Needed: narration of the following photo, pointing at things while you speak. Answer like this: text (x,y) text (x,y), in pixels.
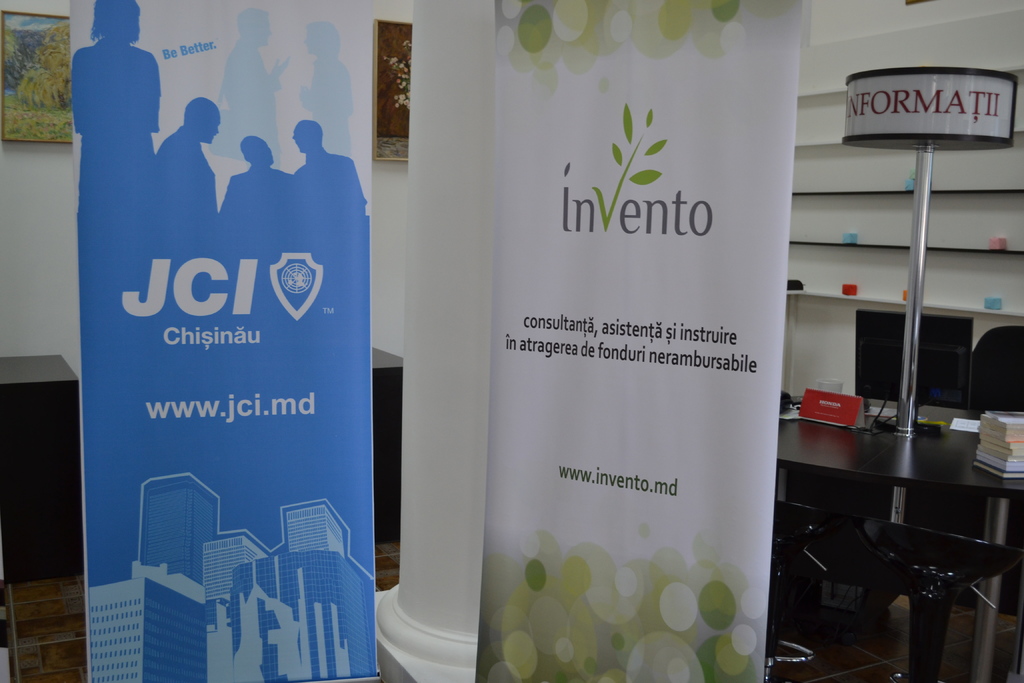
In the center of the image (602,281) we can see an advertisements (578,341). On the right side of the image (992,437) we can see books (1005,465), pole (906,359), monitor (871,350) and cups (837,379) placed on the table (1005,488). At the bottom of the image (917,662) we can see chairs (887,562). In the background (63,113) we can see wall (60,254), photo frames (63,113) and objects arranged in shelves (832,183).
